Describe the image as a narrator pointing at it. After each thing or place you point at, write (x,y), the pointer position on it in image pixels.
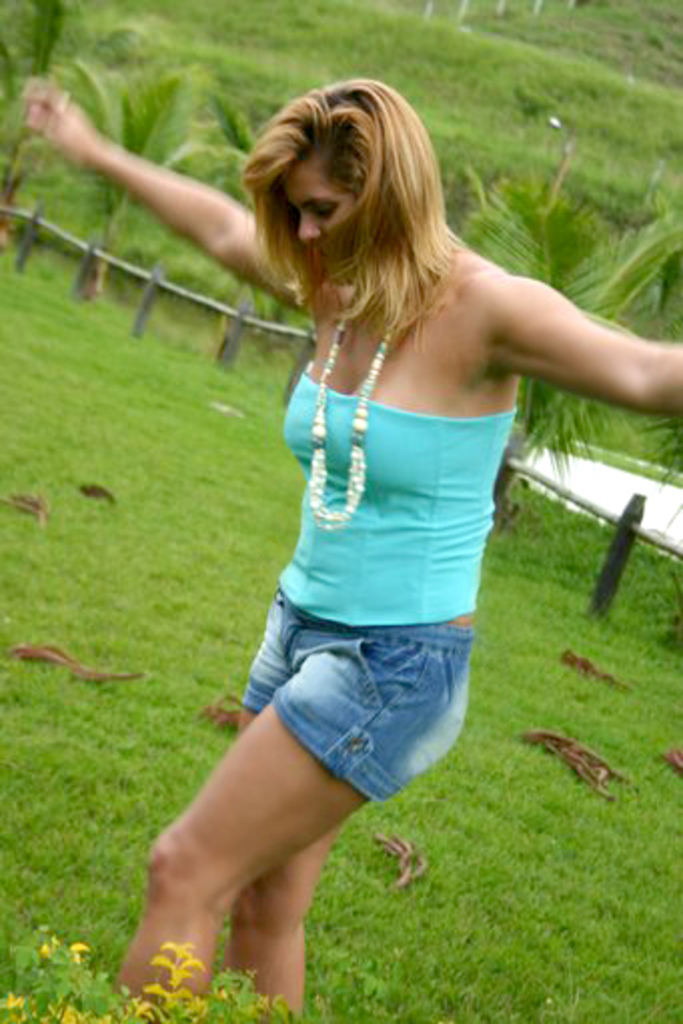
In this image we can see a woman (355,601) standing and stretching her hands (556,322). And we can see the grass (103,405). And we can see the wooden fencing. And we can see the trees (551,230). And we can see some objects (400,880) on the grass (58,926).
